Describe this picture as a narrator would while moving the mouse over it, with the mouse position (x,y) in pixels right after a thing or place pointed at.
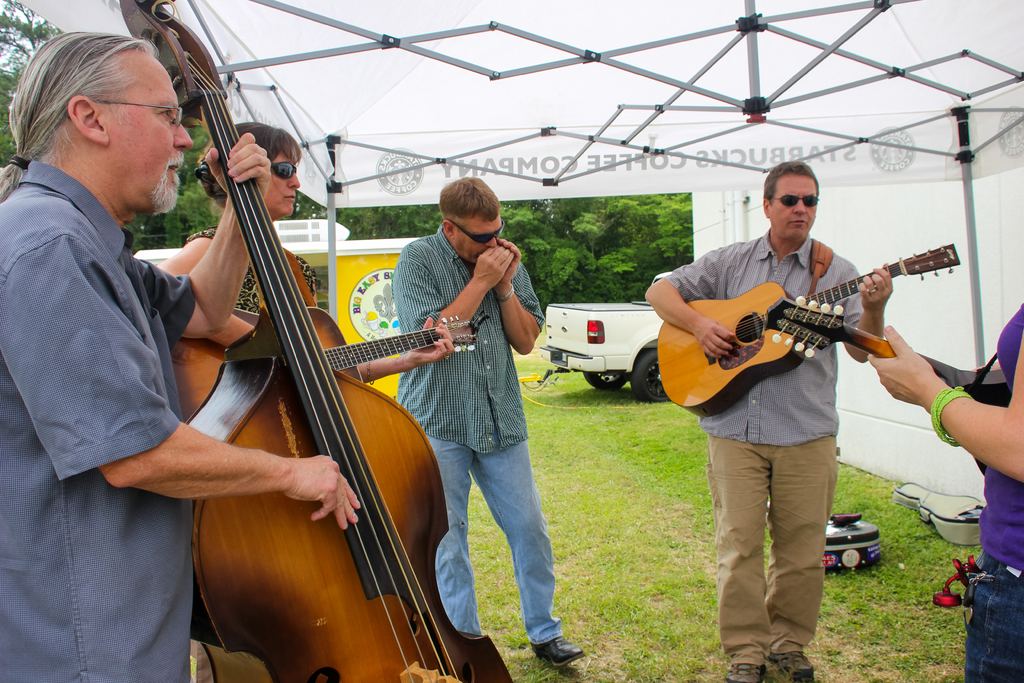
It is an open area (890,641), people (150,527) are standing and playing the music using guitar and other instruments (368,547), they are standing on the grass (629,589) in the background (587,370) there is vehicle (600,323) and some trees (610,250).
